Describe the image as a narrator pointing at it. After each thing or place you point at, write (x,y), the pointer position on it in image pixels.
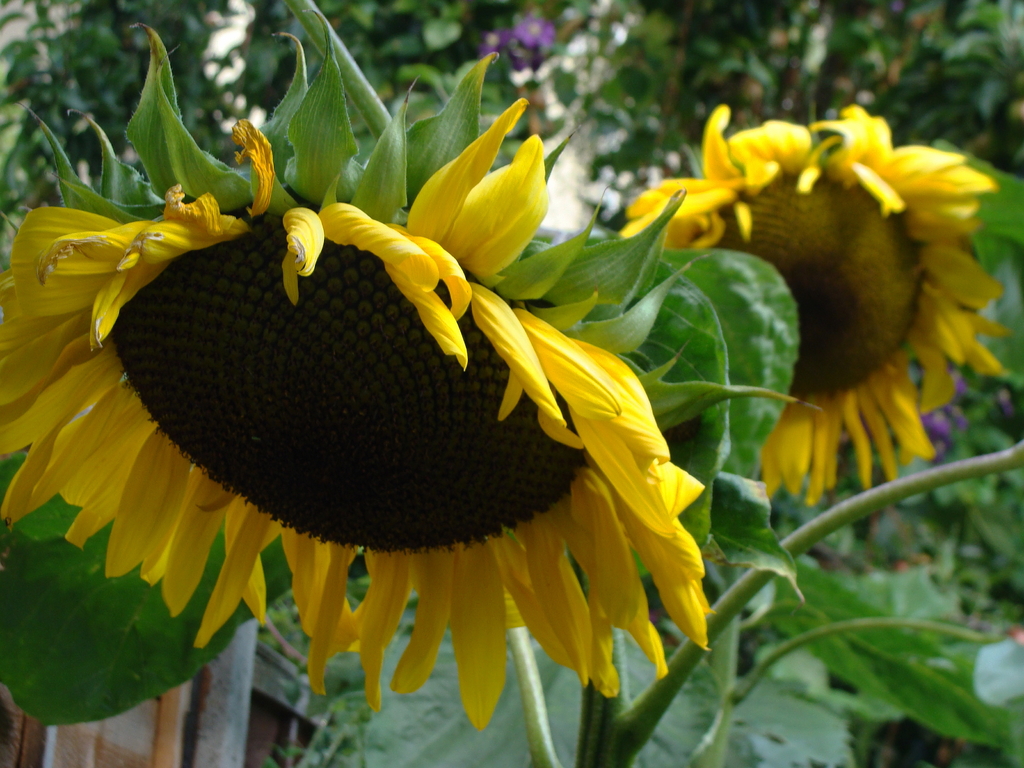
In this picture I can see 2 sunflowers (391,343) in front (23,248) and in the background (913,530) I can see few plants (204,35) and I see that it is blurred in the background (541,119).
